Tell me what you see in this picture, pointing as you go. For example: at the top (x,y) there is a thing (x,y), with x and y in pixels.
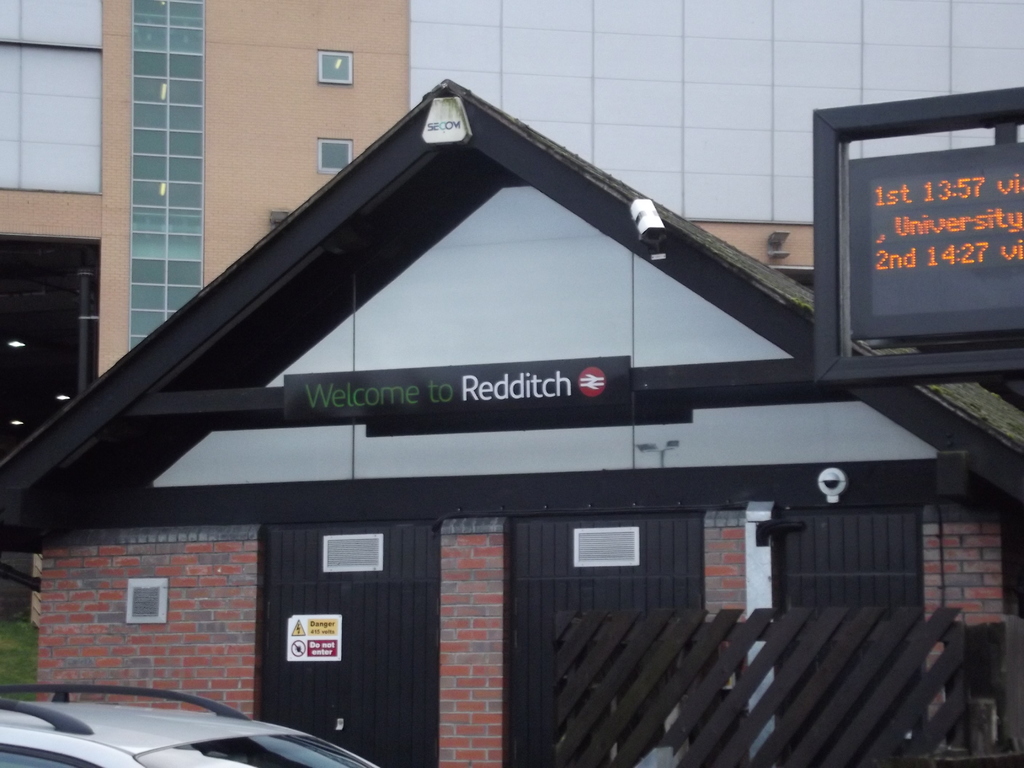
In the back side (212,97) there is a very big building (368,71), in the left side (132,727) it looks like a vehicle (262,737). In the right side (818,222) there is a display board (960,201).
